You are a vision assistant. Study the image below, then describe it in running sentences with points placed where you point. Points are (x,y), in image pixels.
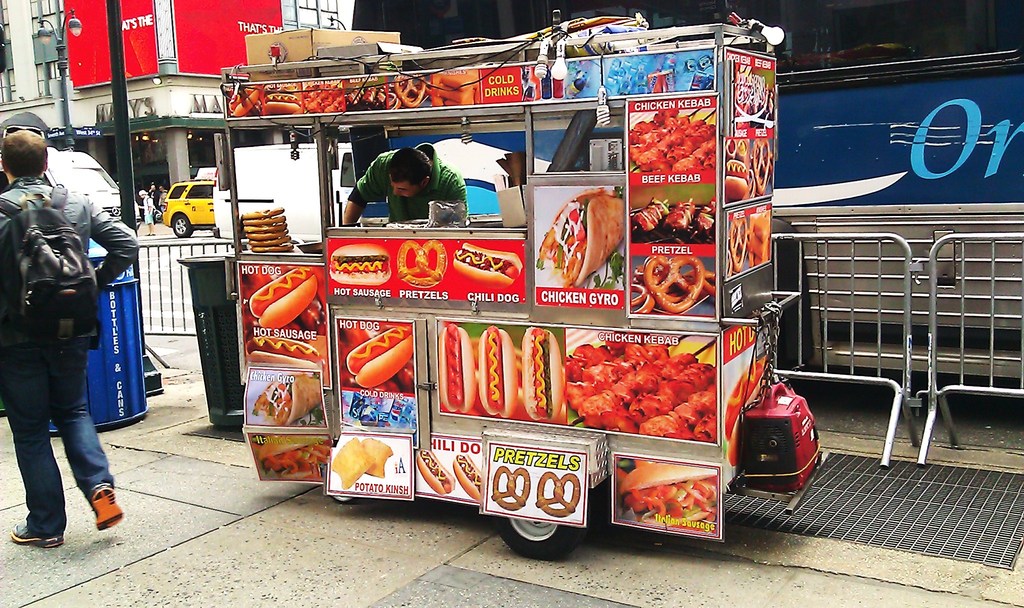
In this picture we can see a store (462,324) in the front (404,317), we can see boards (358,356), two lights (559,73), some food (283,224) in the middle (628,350), on the right side (799,309) there are barricades (925,307), we can see pictures of food (291,306) on these boards (480,300), on the left side (68,339) there is a person (53,339) walking, in the background (209,83) there is a building (87,89), vehicles (181,188), poles (118,126) and some people (158,189), we can also see a hoarding (208,12) and lights (79,34) in the background (134,42).
